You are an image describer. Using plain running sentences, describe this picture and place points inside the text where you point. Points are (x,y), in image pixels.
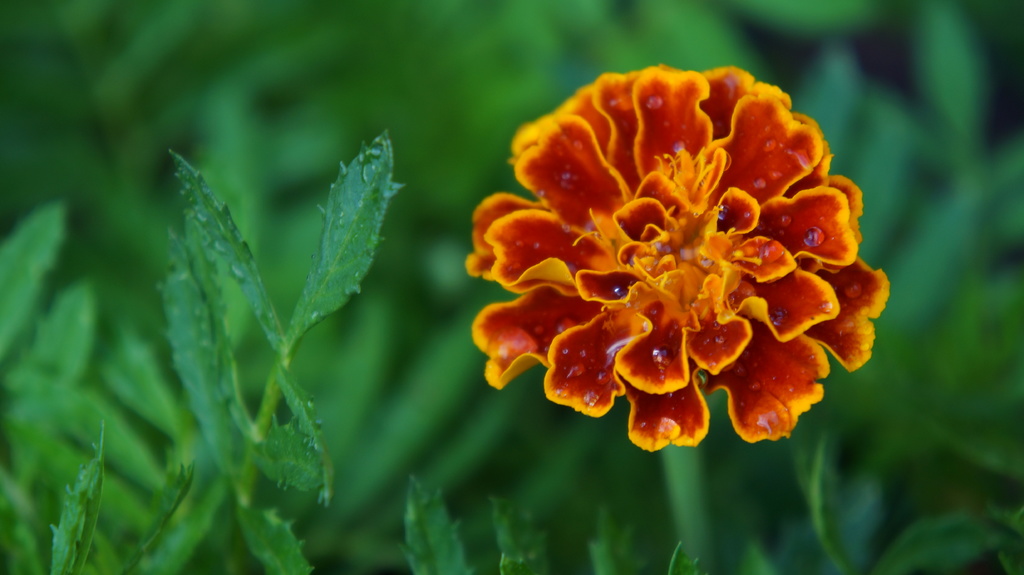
In this image, there are a few plants (363,256). We can also see a flower (663,279) and the background (409,7) is blurred.
